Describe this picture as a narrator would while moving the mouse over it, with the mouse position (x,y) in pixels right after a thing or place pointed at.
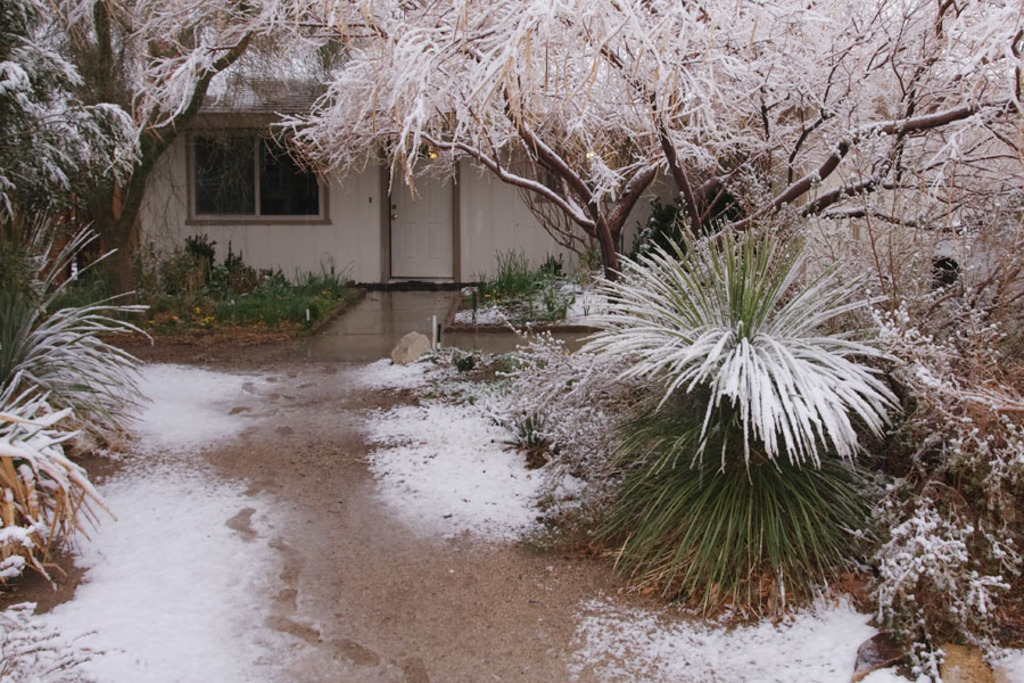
At the bottom of the picture (241,488), we see snow (163,506). On either side of the picture, we see the trees (711,177) which are covered with the snow (850,357). In the background (369,222), we see a building (417,231) in white color. It has a white door (392,207) and the windows (300,199). Beside that, we see the plants (193,286).
